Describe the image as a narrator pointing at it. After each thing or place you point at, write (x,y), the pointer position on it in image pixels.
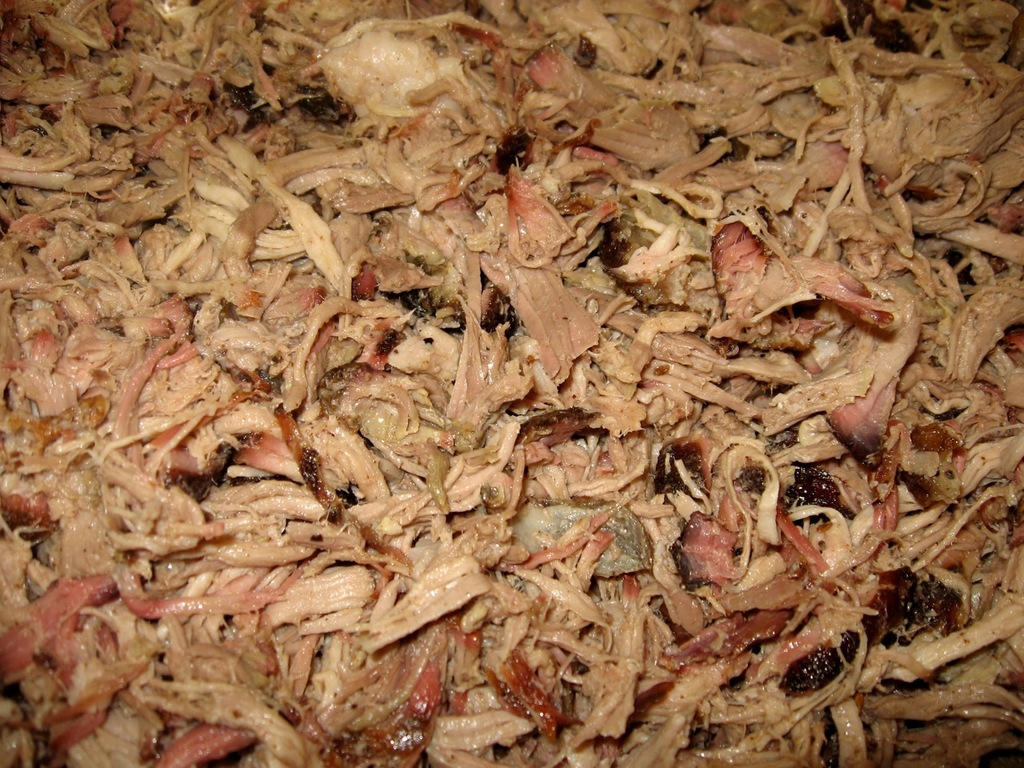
As we can see in the image there is meat (462,424).
